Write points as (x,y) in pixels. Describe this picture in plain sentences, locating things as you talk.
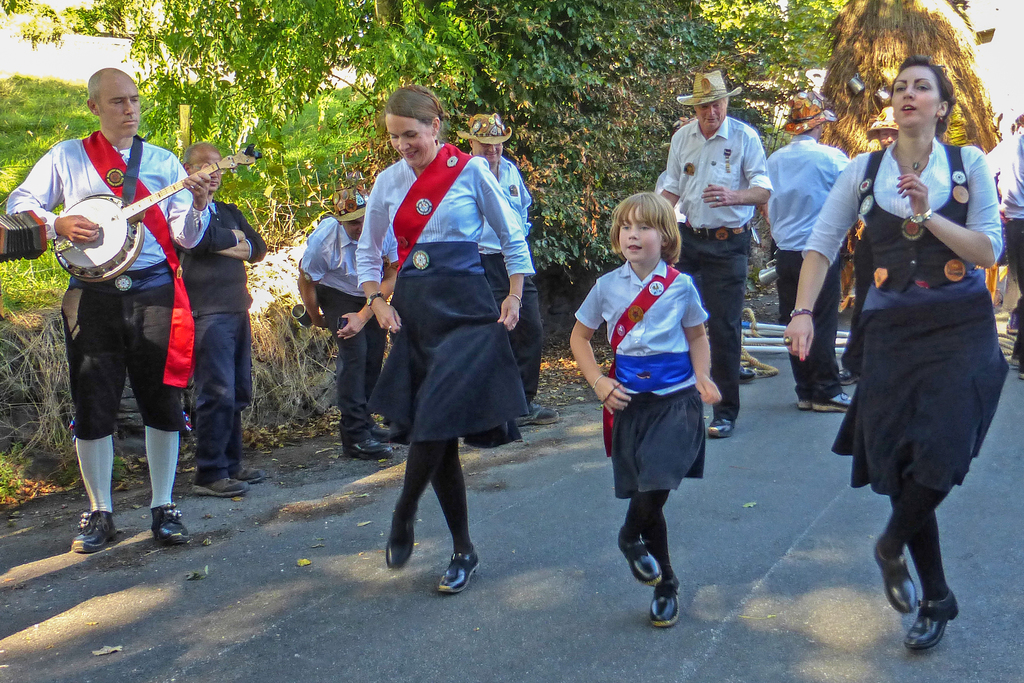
In this image we can see few people (601,383) dancing on a road (314,471) and a person (139,301) on the left side (126,274) is playing a musical instrument (187,184) and there are trees (749,93) in the background (634,105).
